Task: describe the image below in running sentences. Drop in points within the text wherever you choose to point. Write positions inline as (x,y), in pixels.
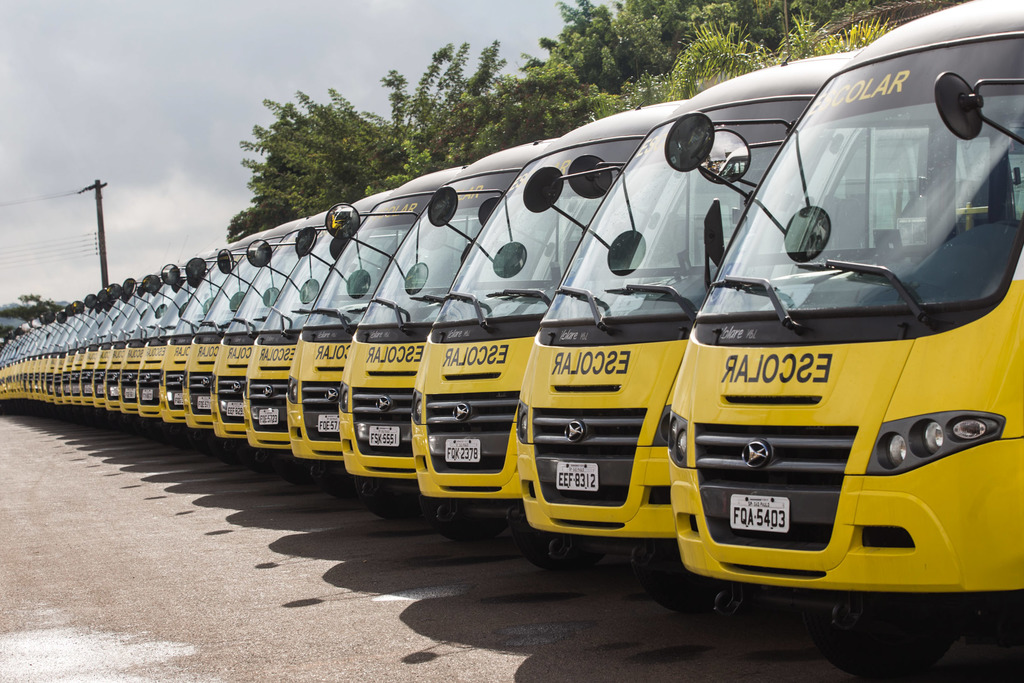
In this image I can see few buses (461,316). They are in black and yellow color. I can see few number-plates (590,474), trees (563,53), current poles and wires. The sky (110,251) is in white and blue color.
